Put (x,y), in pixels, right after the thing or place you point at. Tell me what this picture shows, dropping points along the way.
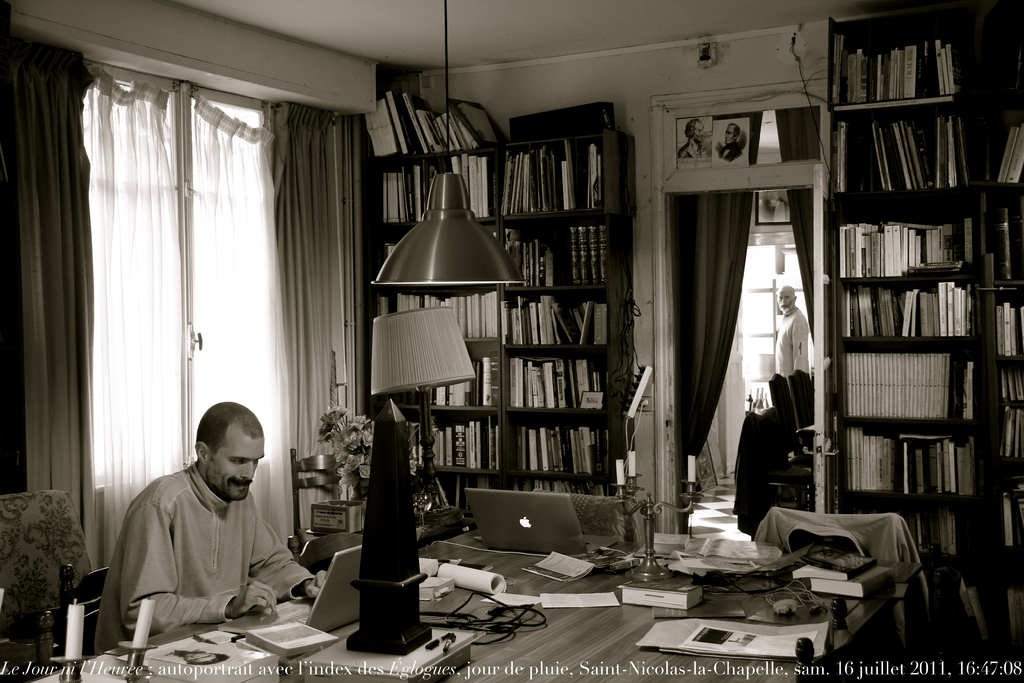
In this image I can see a man (177,585) sitting on a chair (103,588) working on his laptop (314,599). This is a room (562,373) which consists of book shelf (583,355) where i can see a lot of books (510,369) which are placed in a rack (559,276). And here is a lamp (454,246) which is hanged through the ceiling (448,38) and this is the table (553,641) where laptops (523,535), books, candle stand (650,547) and some papers (689,627) were placed on the table (567,613). I can see a flower vase (354,445) at the background (354,444). And here there is a curtain (688,355) hanged, and behind that i can see a man (788,339) standing in the other room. And this is the another bookshelf (921,373) where books (941,177) were placed. And I think this is a kind of jerkin (785,527) which was hanged on the chair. This is a window (184,289) with curtains (194,285) covered up and i can see another candle stand (643,504) holding candles (633,476) which is placed on above the table (678,618).
